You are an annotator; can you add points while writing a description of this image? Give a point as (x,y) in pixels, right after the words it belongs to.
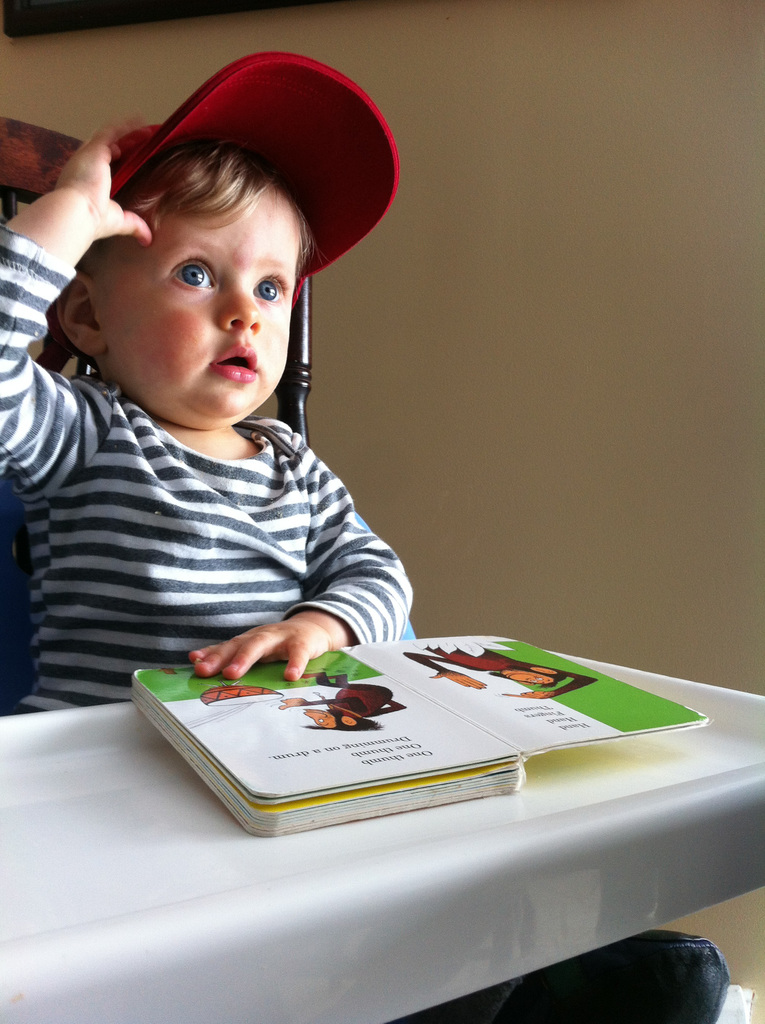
This picture shows a baby (140,420) sitting in the chair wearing a cap (242,127) in front of a table (242,850) on which a book (363,737) was placed. In the background (548,266) there is a wall (540,229).
